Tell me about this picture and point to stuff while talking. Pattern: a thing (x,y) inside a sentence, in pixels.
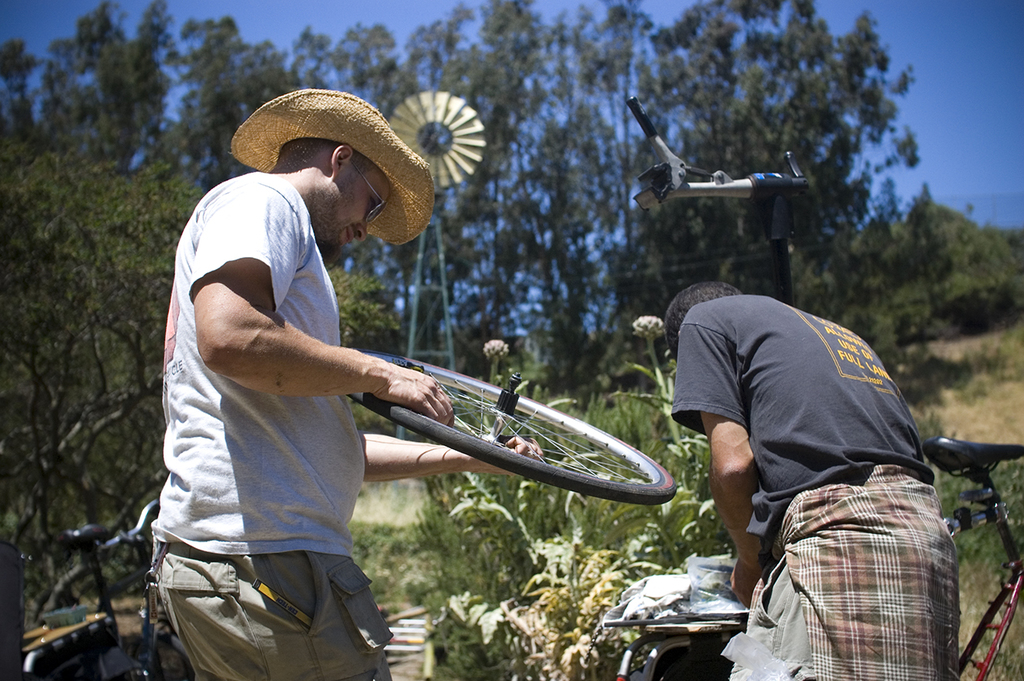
This picture shows trees (529,89) and we see couple of bicycles (138,654) and a man (332,418) holding a bicycle wheel (620,444) in his hands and he wore a hat (379,151) on his head (377,205) and sunglasses (377,212) on his face (377,205) and we see another man (791,397) on the side and we see a blue sky (958,27).
